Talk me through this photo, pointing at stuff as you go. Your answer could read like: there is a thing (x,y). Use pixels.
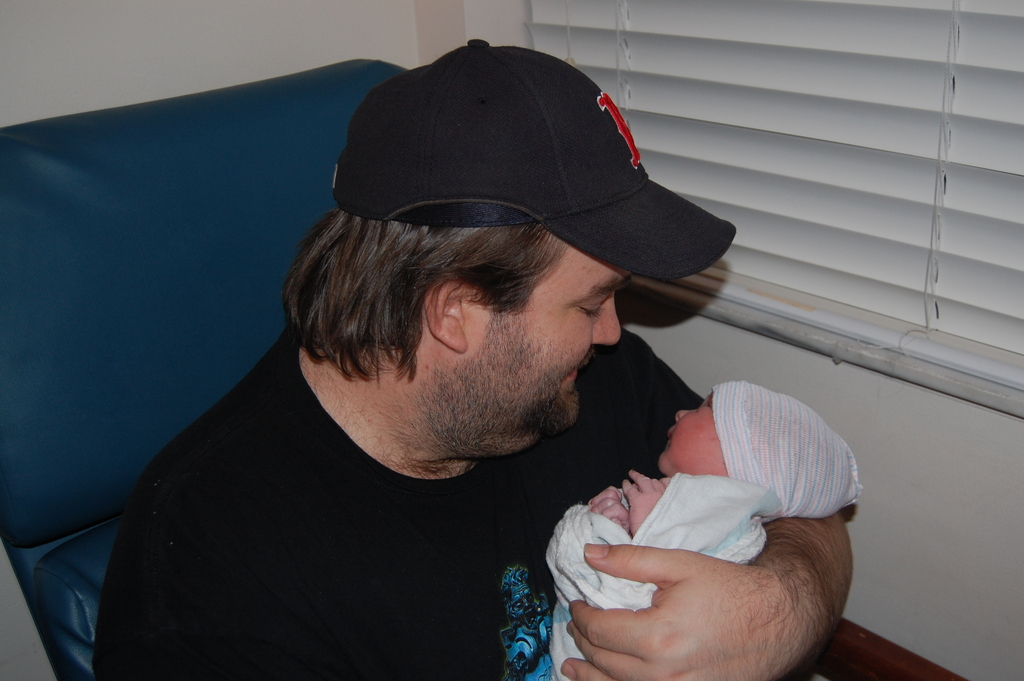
In this image we can see a person (532,523) and a kid (660,478). In the background of the image (70,344) there is a wall (322,39), window (749,127), couch (165,243) and other objects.
